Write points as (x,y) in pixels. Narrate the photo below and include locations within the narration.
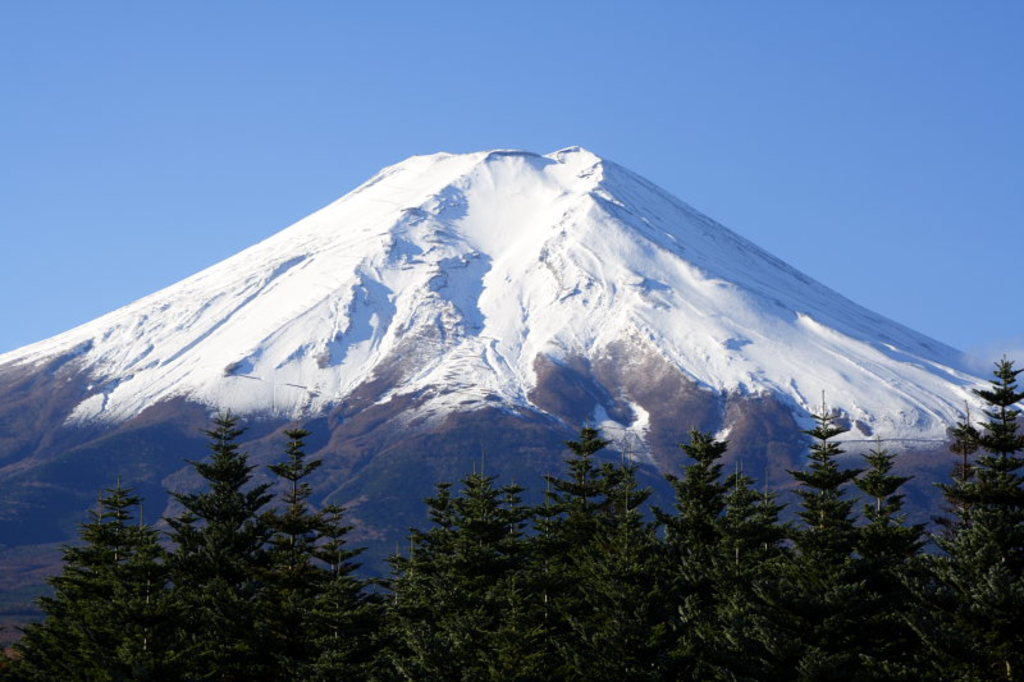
In this picture we can see there are trees (262,579), snowy hill (484,312) and the sky (446,58).
